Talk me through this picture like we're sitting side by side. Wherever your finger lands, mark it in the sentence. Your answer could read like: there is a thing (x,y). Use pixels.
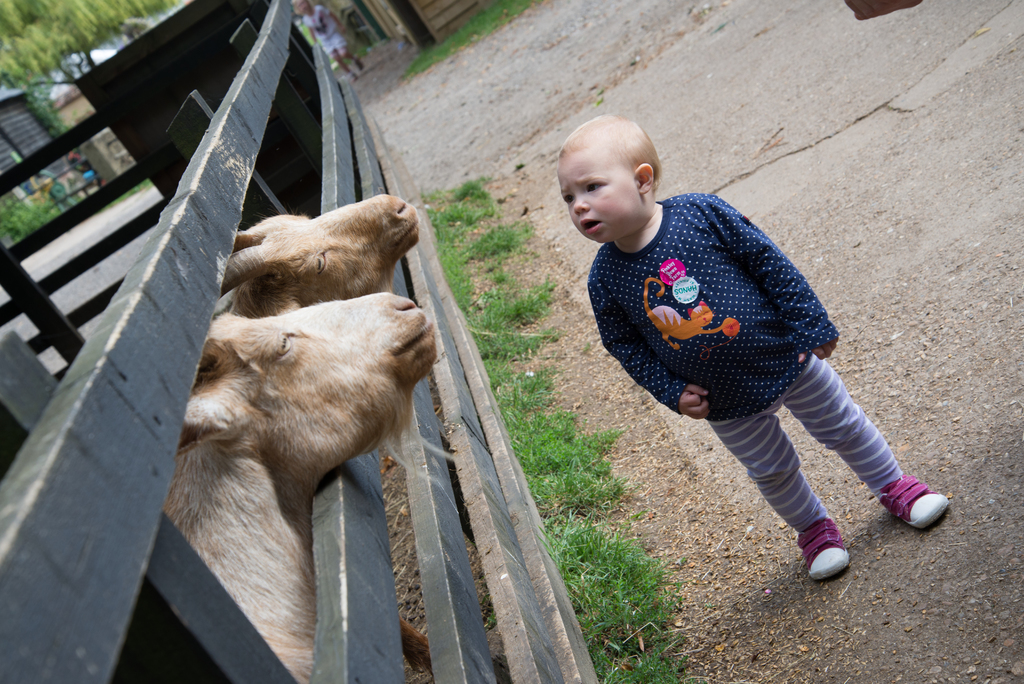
There is a kid (650,222) standing and we can see animals (295,401), grass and fence (222,148). In the background (342,39) we can see person (328,14), wall (451,13) and tree (43,109).
